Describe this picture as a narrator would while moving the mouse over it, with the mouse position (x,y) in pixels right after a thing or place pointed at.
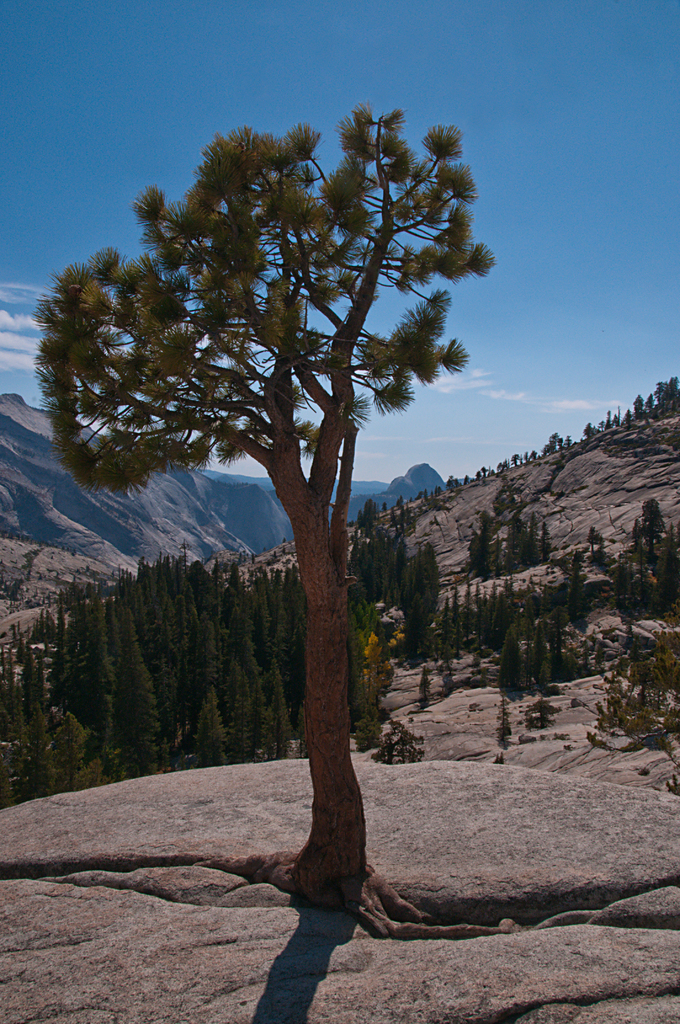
In the center of the image (302,490) there is a tree (333,740). In the background (31,653) we can see trees (226,631), rock (583,520), sky (545,361) and clouds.
